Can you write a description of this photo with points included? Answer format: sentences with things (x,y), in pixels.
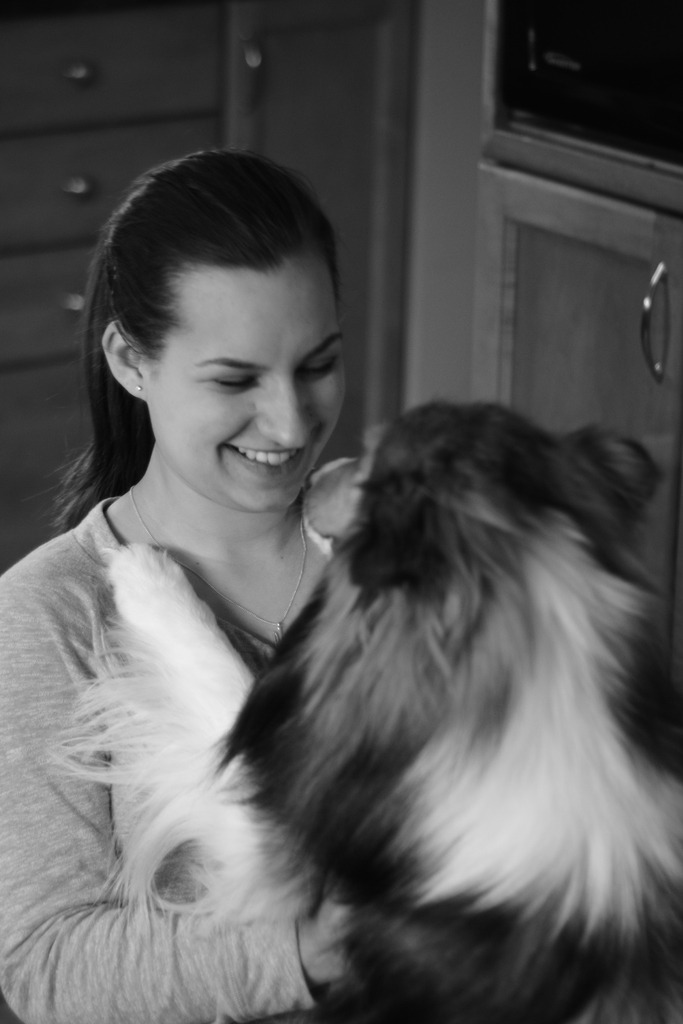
There is a woman (105,788) holding a dog (392,752) in front of her.
